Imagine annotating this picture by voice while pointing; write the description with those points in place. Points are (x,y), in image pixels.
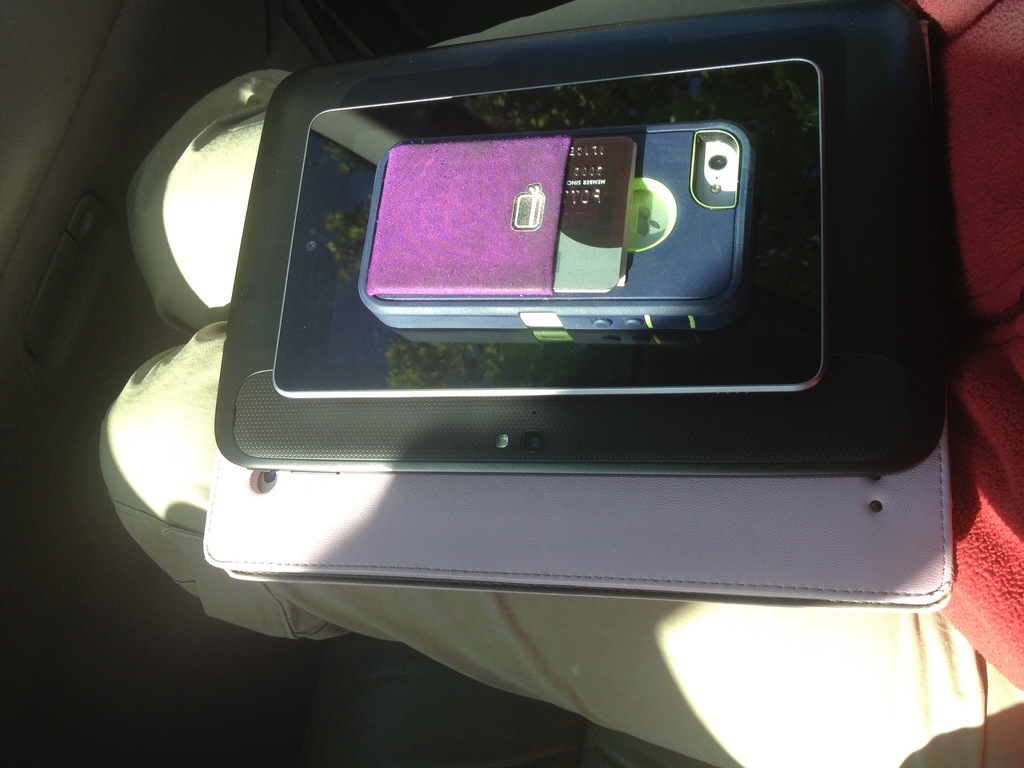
In this image I can see few electronic devices (586,352) and on the top of it I can see a card (622,192). I can also see a red colour cloth (974,336) and a pant (395,609) in the background (190,365).
